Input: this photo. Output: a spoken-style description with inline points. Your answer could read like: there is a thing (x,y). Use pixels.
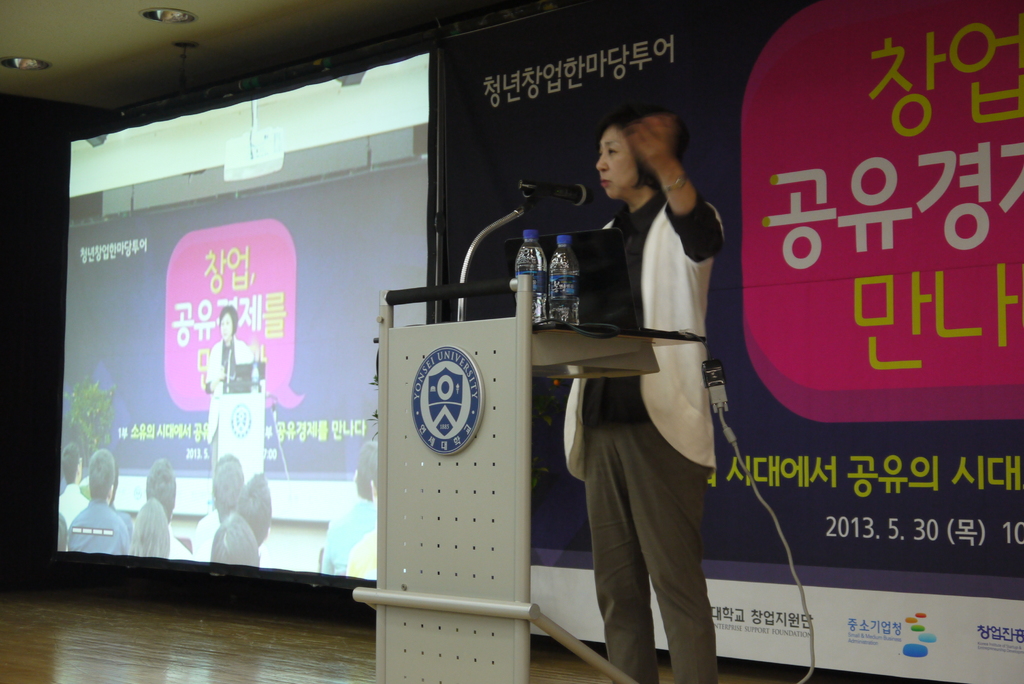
Here we can see a woman (672,267) standing near the speech desk (488,443) with microphone (540,186) to it, speaking to audience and beside her we can see a digital screen (420,64) and at the right side (829,98) we can see a banner (957,579) and there are couple of bottles (573,254) placed on the speech desk (524,313).
